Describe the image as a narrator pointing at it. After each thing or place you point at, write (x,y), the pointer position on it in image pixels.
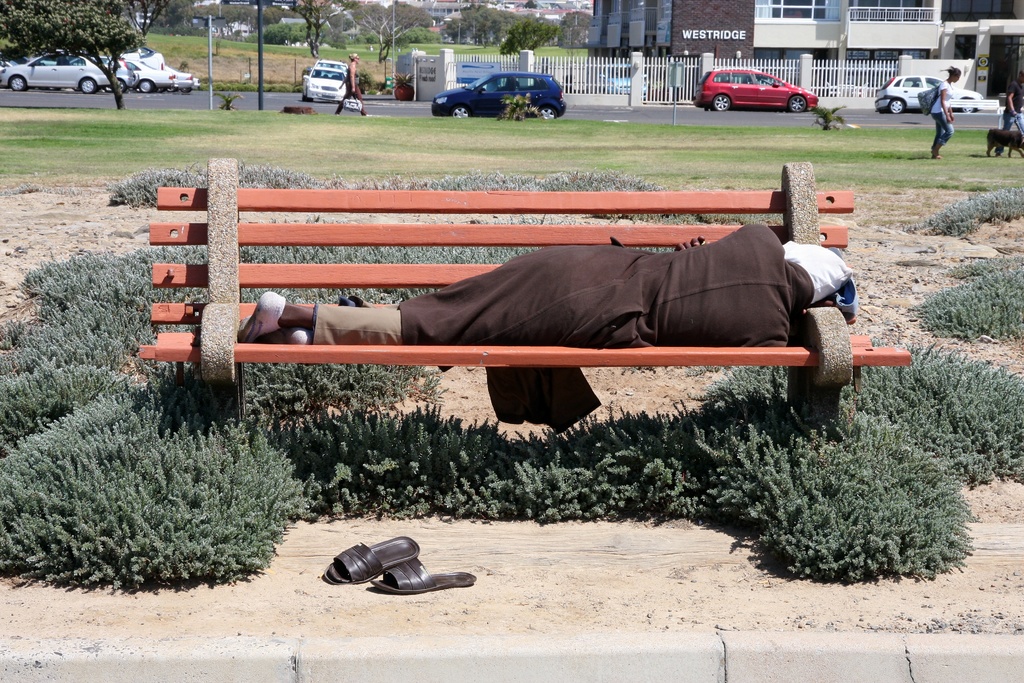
In the center (493,303) we can see bench (536,360), on bench (581,352) one person (649,284) lying. In front (366,549) there is a slipper (351,562). In the background (454,47) we can see building (782,29), wall (811,29), fence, road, trees (91,36), grass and few persons (936,145) were walking on the road (803,123).
